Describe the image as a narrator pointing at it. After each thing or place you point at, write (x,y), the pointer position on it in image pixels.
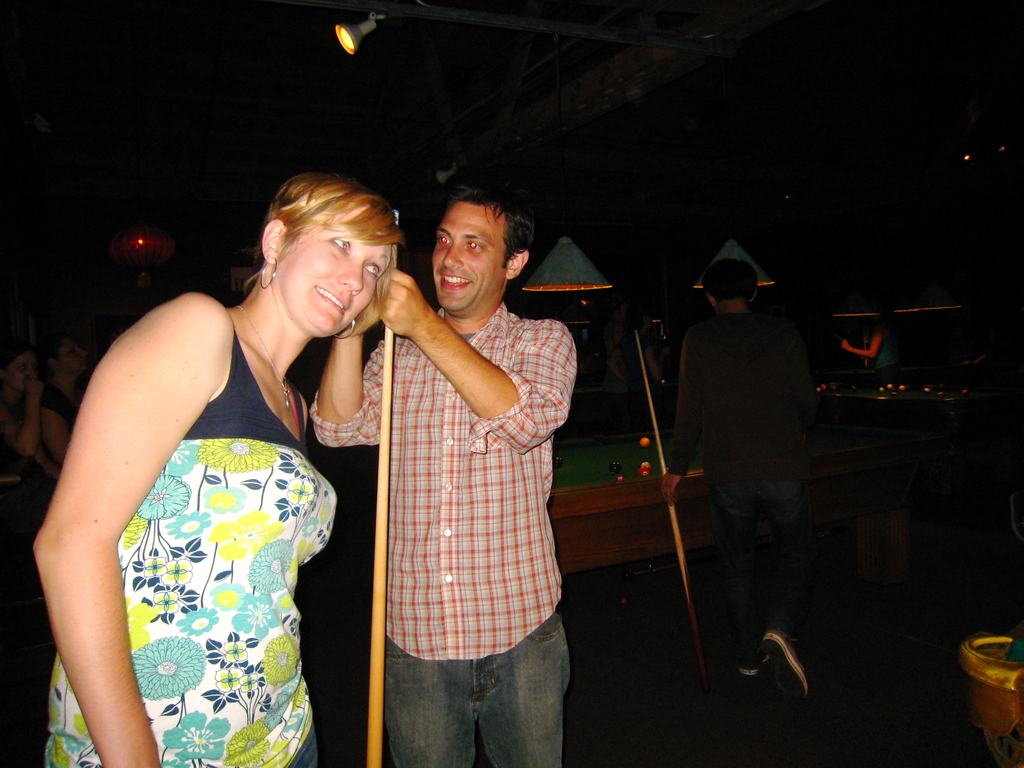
The person (457,470) wearing red shirt (457,470) is holding a snooker stick (385,477) and there is another woman (236,390) standing beside him and there is a snooker table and a person (700,393) in the background (697,401).
